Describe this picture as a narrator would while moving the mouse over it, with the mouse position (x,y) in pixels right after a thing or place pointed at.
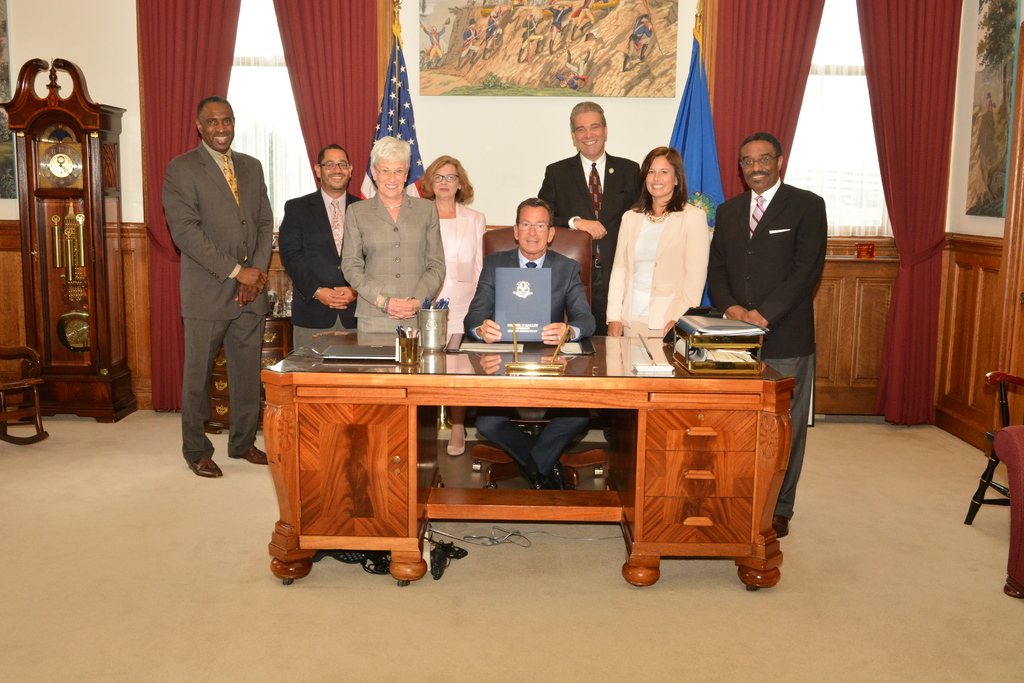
There is a floor (742,635), and a table (725,469) of brown color, on that table (697,406) there are some books (728,352), laptop (360,356), and a pen holder (410,350) and a man (511,259) holding a book (511,300), some people (637,207) are standing and in the background (971,314) there is wall (664,99) and curtains (781,62) and a picture (623,71) on the wall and beside the right side of the table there is a chair (1015,381).
